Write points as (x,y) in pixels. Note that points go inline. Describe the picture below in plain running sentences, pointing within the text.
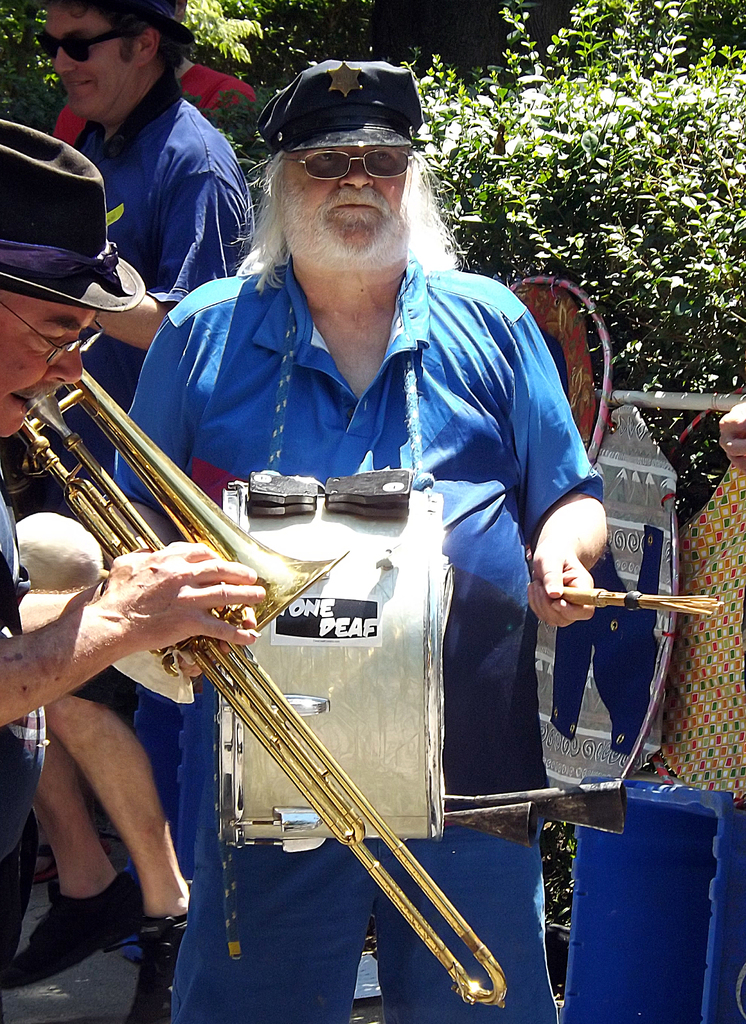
In this image i can see few people (110,266) holding musical instruments (202,646), behind them i can see few trees (685,411), on the right (676,492) there are few objects (666,892).
